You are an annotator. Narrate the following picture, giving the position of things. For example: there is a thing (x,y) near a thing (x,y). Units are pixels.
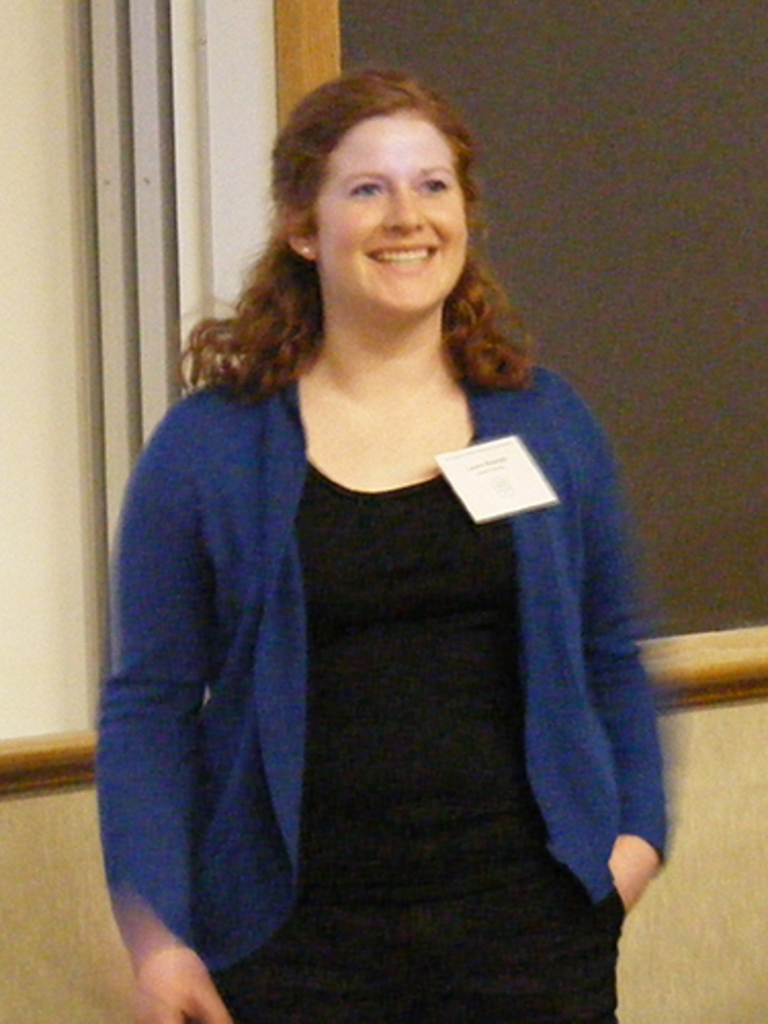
In this image, we can see a person (541,389) wearing clothes (560,608) in front of the wall (62,959).
